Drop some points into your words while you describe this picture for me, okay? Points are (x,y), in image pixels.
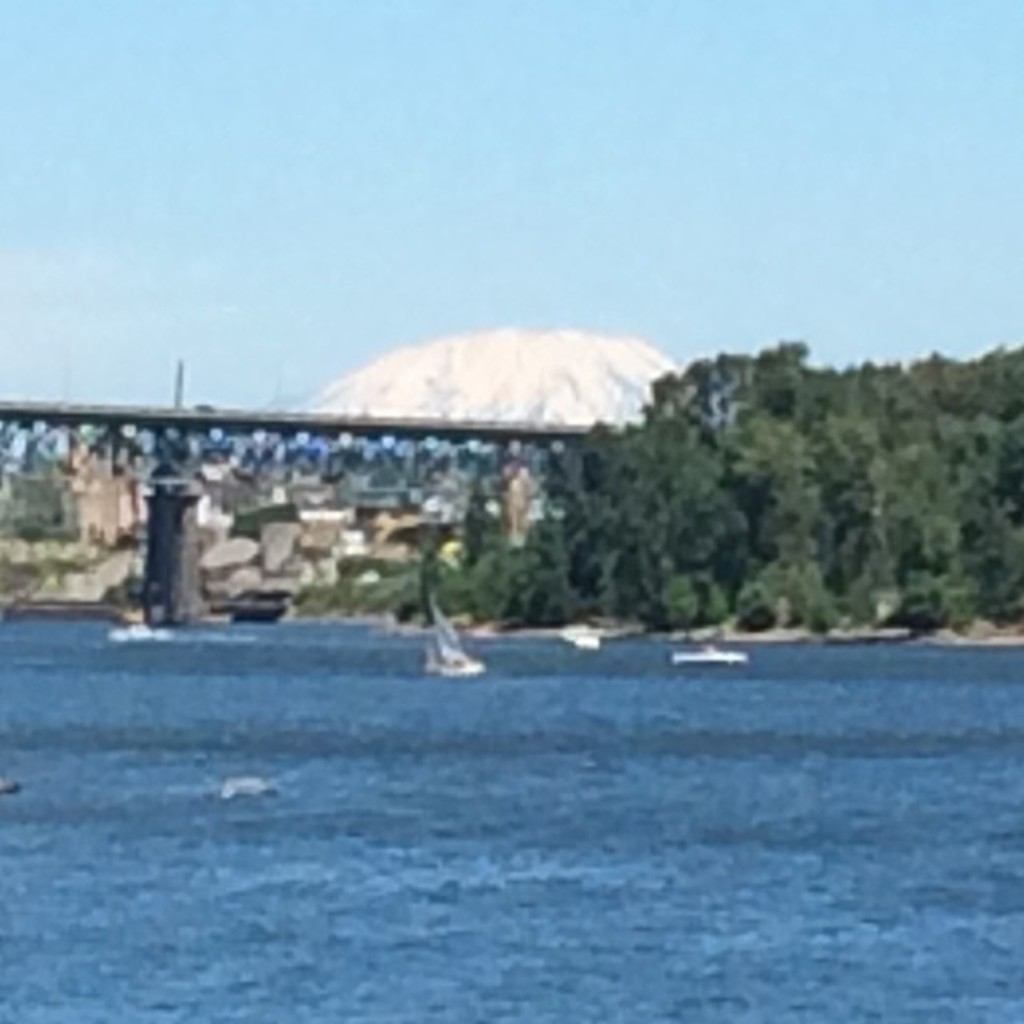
In the picture we can see water (571,726) which is blue in color in it we can see some boats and far away from it we can see trees (511,575) and beside it we can see a bridge (154,524) with a railing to it and behind it we can see rocks (367,528) and a hill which is covered with snow (657,351) and a sky (411,166) behind it.
